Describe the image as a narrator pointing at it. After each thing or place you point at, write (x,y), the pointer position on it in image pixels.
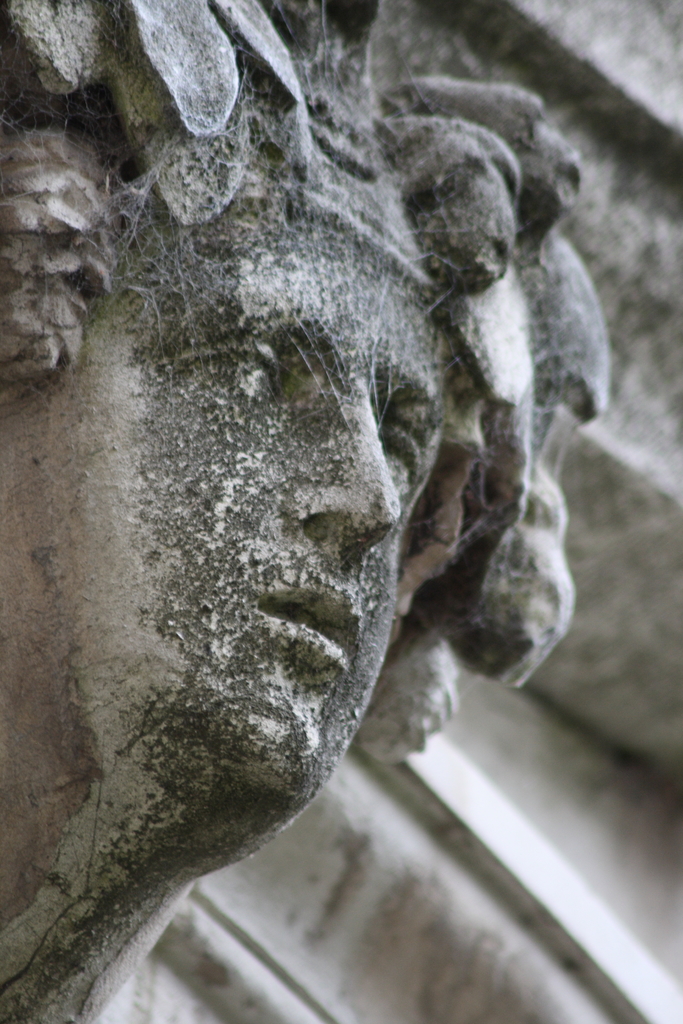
In this image, we can see a sculpture (261,670). On the sculpture (207,351), we can see some webs (240,140). Background (669,921) there is a blur view.
